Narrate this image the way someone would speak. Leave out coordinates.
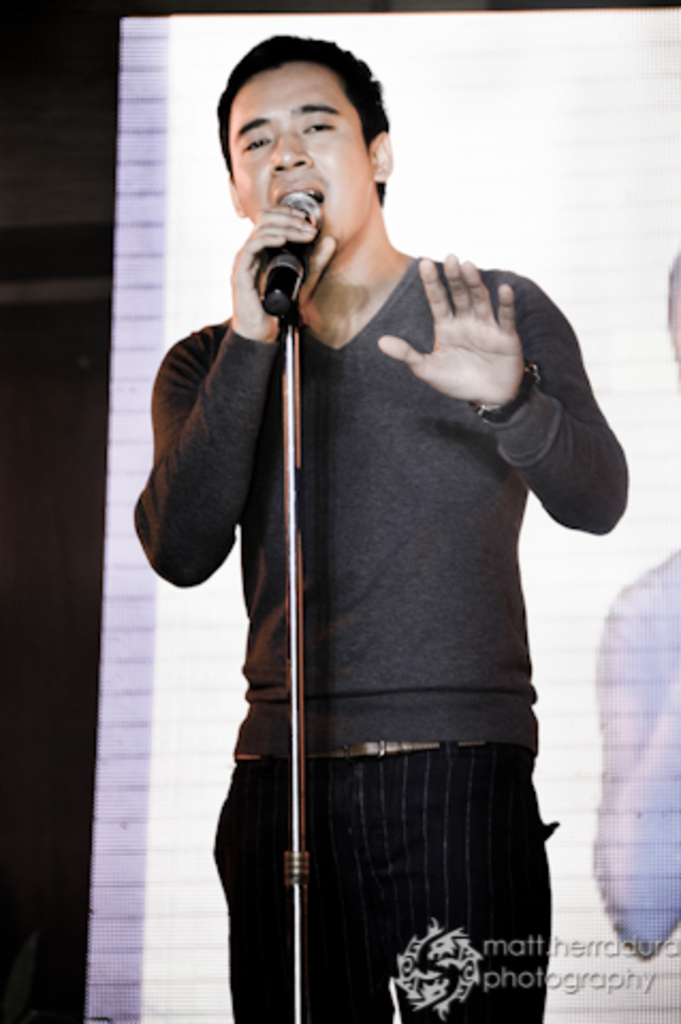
He is standing and holding a mic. He is singing a song we can see here his mouth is open.
